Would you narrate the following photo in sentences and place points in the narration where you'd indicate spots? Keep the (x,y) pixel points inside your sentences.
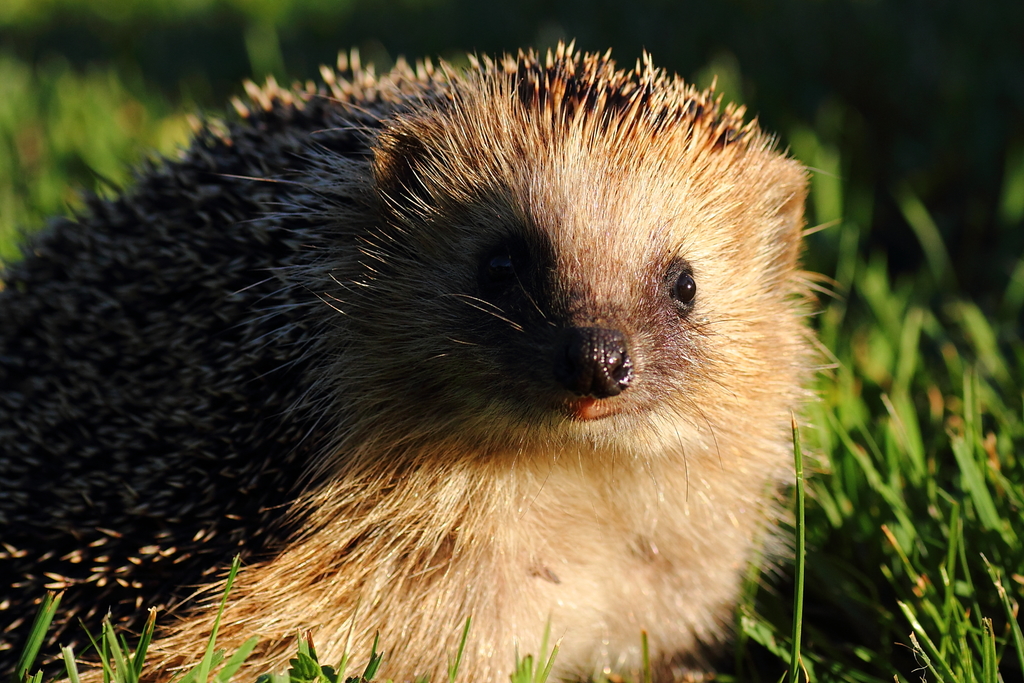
In the picture we can see a animal (598,404) with thorns (54,423) and in the background (998,494) we can see plants (998,494).
